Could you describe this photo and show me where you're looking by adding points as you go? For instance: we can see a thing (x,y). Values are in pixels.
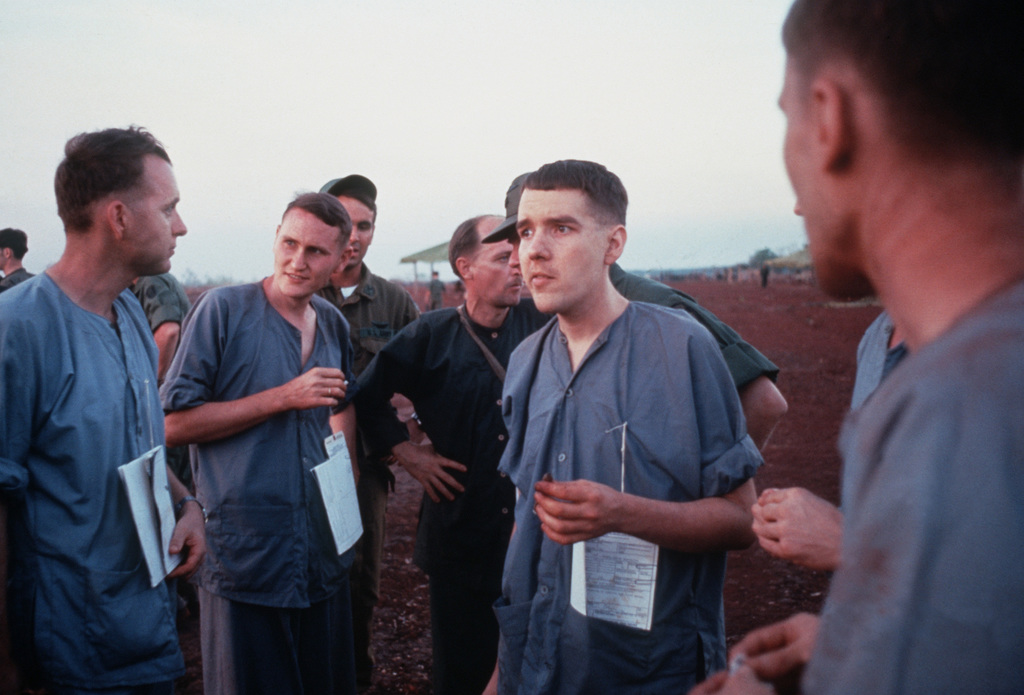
In this picture we can see some people (609,408) are standing, a man (80,350) on the left side (161,505) is holding a book (150,514), in the background (852,323) we can see a tent (449,253), a tree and soil (775,353), there is the sky (372,97) at the top of the picture (397,81).
